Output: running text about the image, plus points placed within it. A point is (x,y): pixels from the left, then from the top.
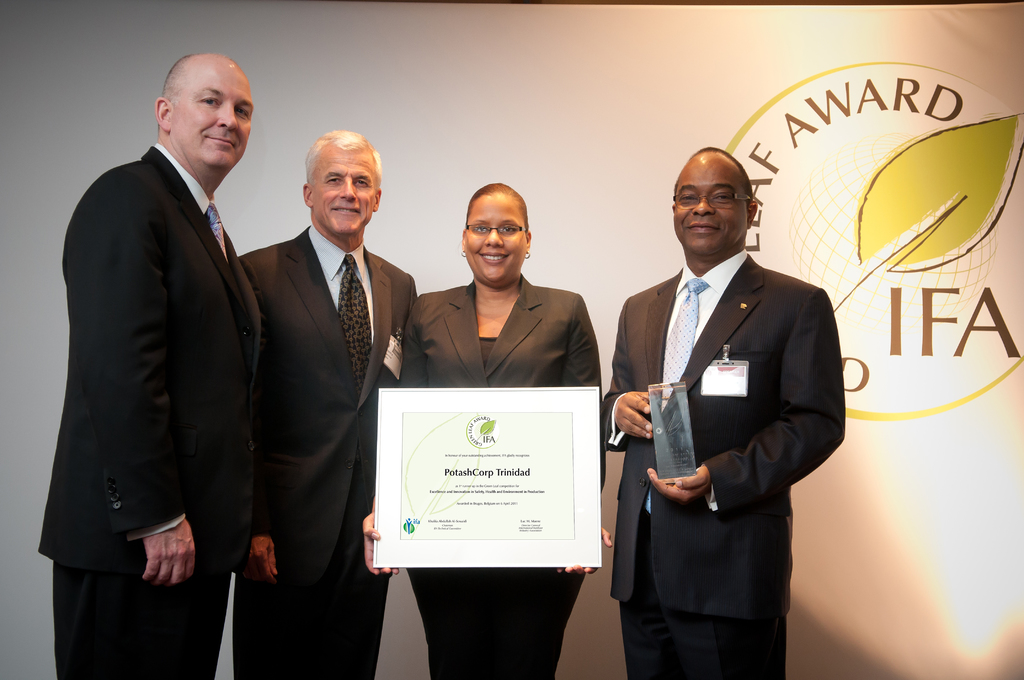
In this image there are three men (322,289) and a woman (440,302) standing. They are smiling. The woman (525,290) is holding a board (495,514). There is text (465,456) on the board (465,456). The man (664,524) to the right (705,492) is holding a memento (683,431). Behind them there is a wall (586,106). There is text (787,116) on the wall (884,356). Beside the text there is picture (919,207) of a leaf (930,229).
